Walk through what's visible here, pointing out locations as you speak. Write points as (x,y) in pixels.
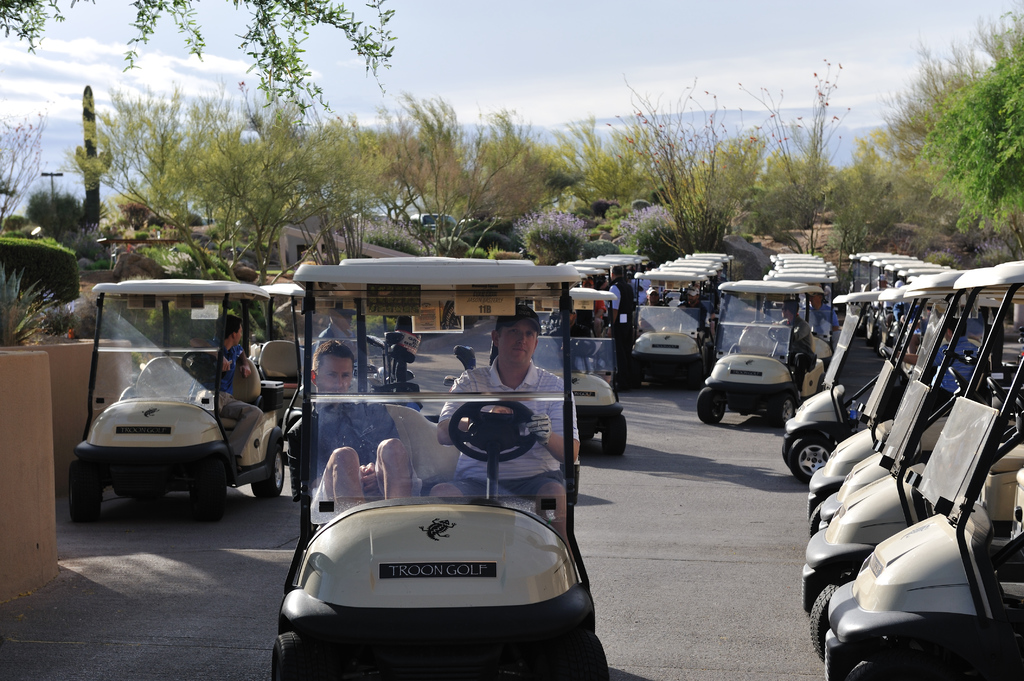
In the picture I can see few persons (551,481) sitting in few vehicles (729,354) and there are trees (366,158) and some other objects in the background (442,193).
